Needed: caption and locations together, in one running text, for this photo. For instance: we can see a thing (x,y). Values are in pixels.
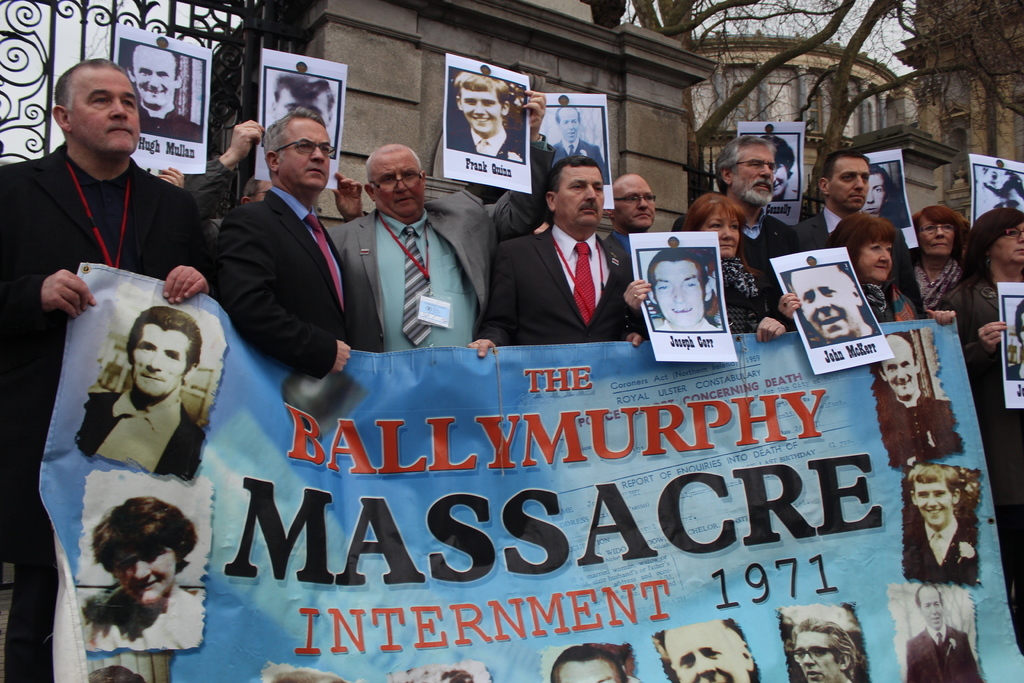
In this image there are a few people (761,318) standing and holding placards (146,67) and banners (585,362), behind them there is a building (395,82) with a metal gate (298,49) and there is a tree (826,51).
